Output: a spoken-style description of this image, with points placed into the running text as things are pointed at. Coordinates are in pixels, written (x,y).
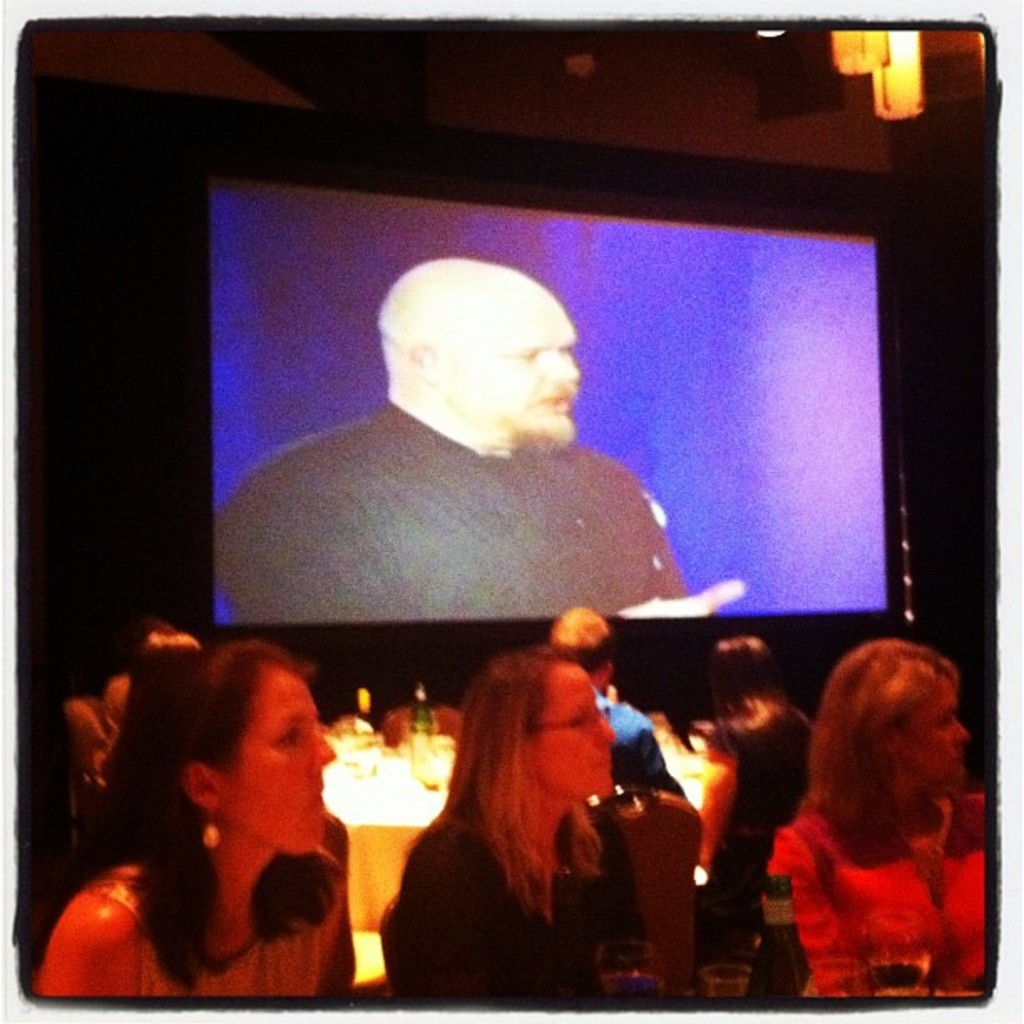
This image consists of a screen (534,593). In which we can see a man (462,488) talking. At the bottom (566,768), there are many people (732,843). It looks like a restaurant (816,692). In the middle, there is a table (377,831) on which there are bottles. At the top (732,87), there is a roof (754,119) along with light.
